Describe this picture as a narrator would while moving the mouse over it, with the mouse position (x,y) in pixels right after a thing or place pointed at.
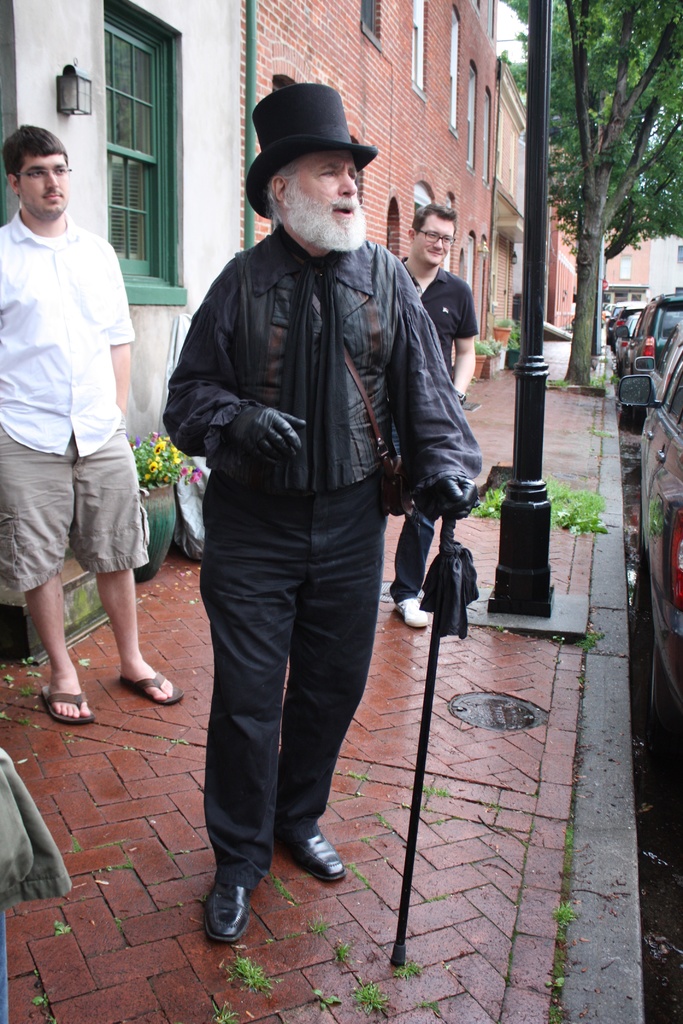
In this picture we can see people (149,666) on the footpath (204,746), beside this footpath (447,891) we can see vehicles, here we can see house plants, buildings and some objects (528,726).
